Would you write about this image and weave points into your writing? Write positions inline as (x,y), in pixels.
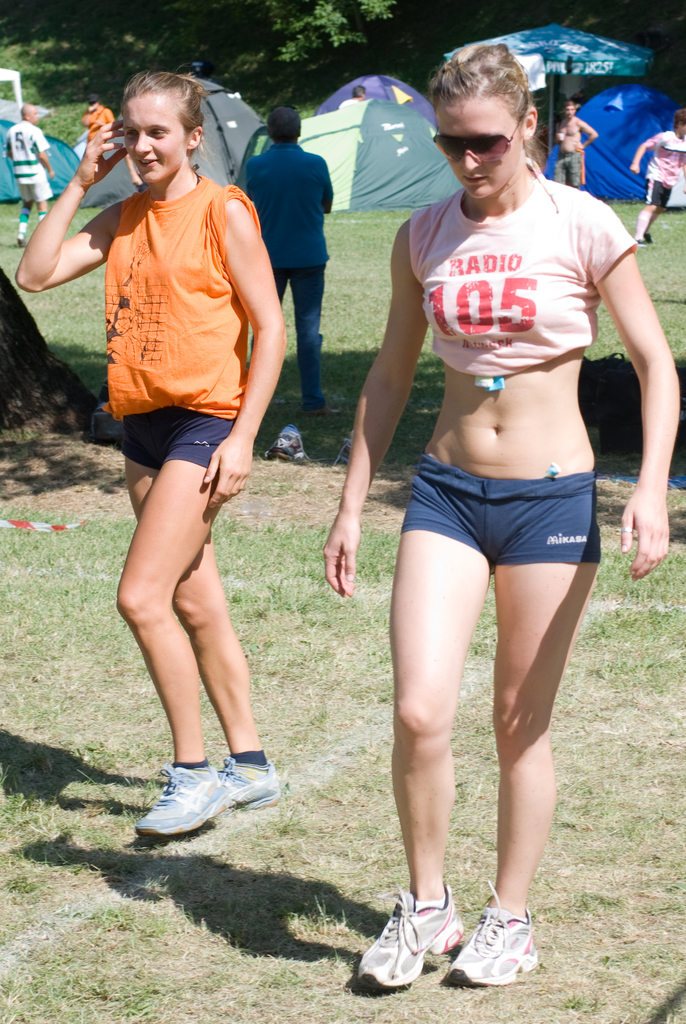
In this image we can see two ladies (236,653), are walking and in the background (346,104), there are some people (576,130) standing and we can see tents (360,110) and trees (328,41).
